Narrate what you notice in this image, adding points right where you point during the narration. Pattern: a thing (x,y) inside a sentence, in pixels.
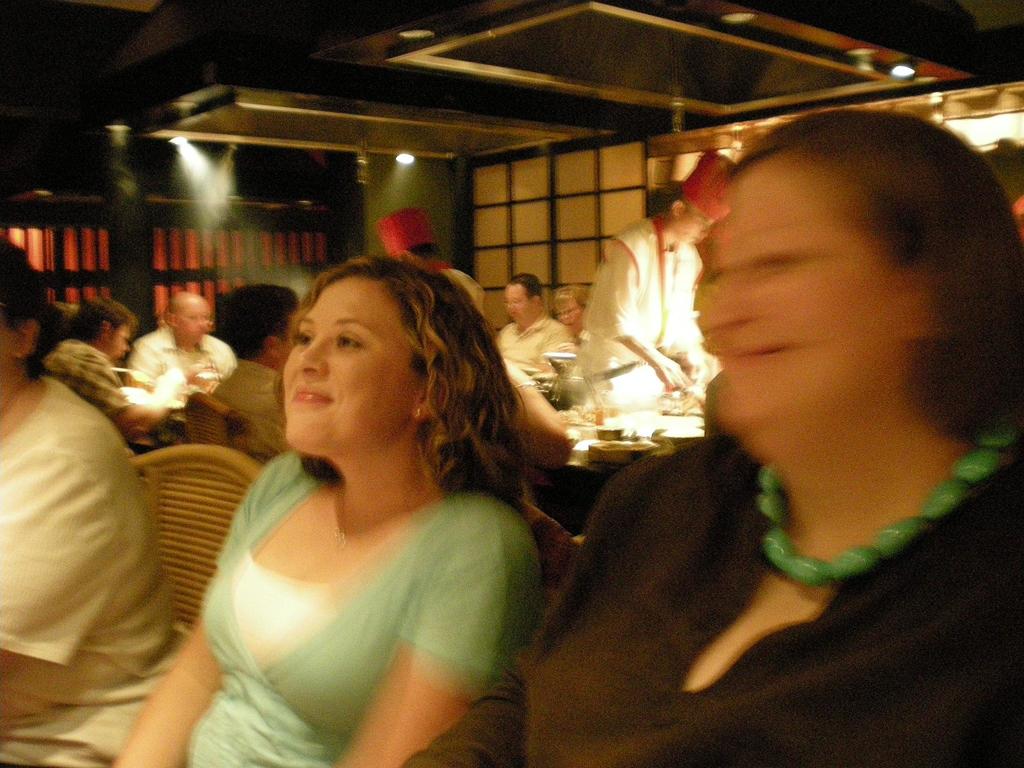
In this image we can see a few people (572,322), some of them are sitting on the chairs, one person (669,369) is serving food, there are some food items (599,405) on the table (654,415), there are lights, also we can see the roof (516,116), and the wall (206,222).
